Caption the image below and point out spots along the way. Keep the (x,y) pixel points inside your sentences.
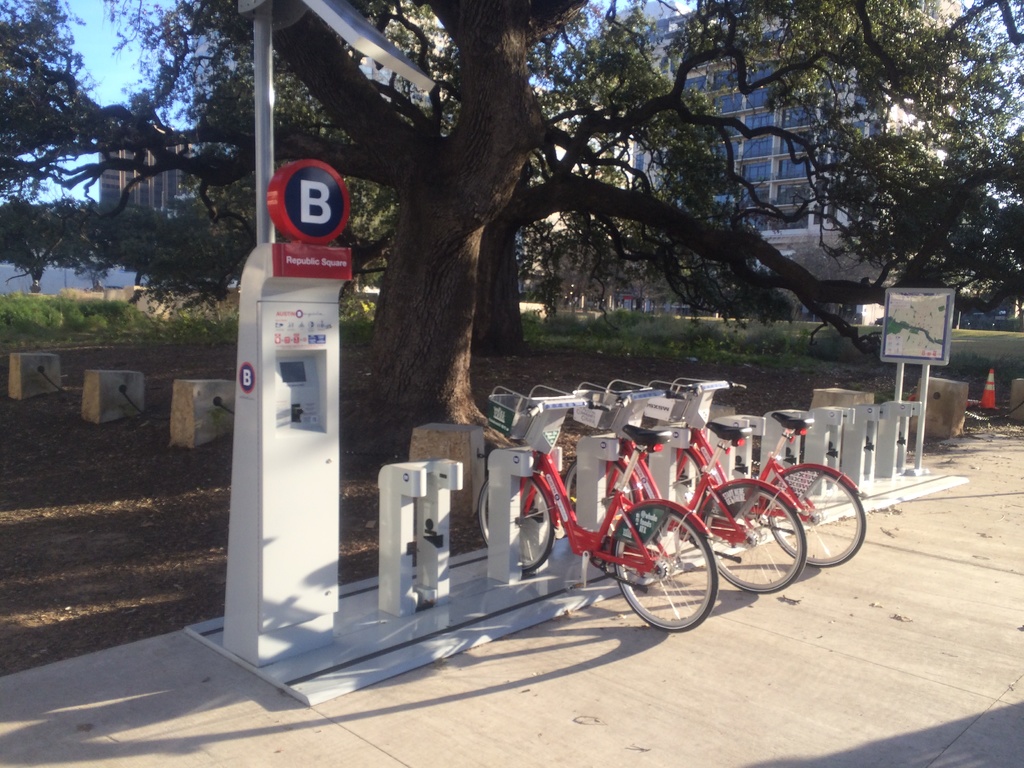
In this image we can see a group of bicycles (657,539) placed on the ground (611,625), a device (312,533) is placed on the ground (441,765). In the background (935,336), we can see a board (925,320) with a map (925,321) placed on stands (924,405), group of trees (614,207), buildings (651,156) and the sky (102,90).
